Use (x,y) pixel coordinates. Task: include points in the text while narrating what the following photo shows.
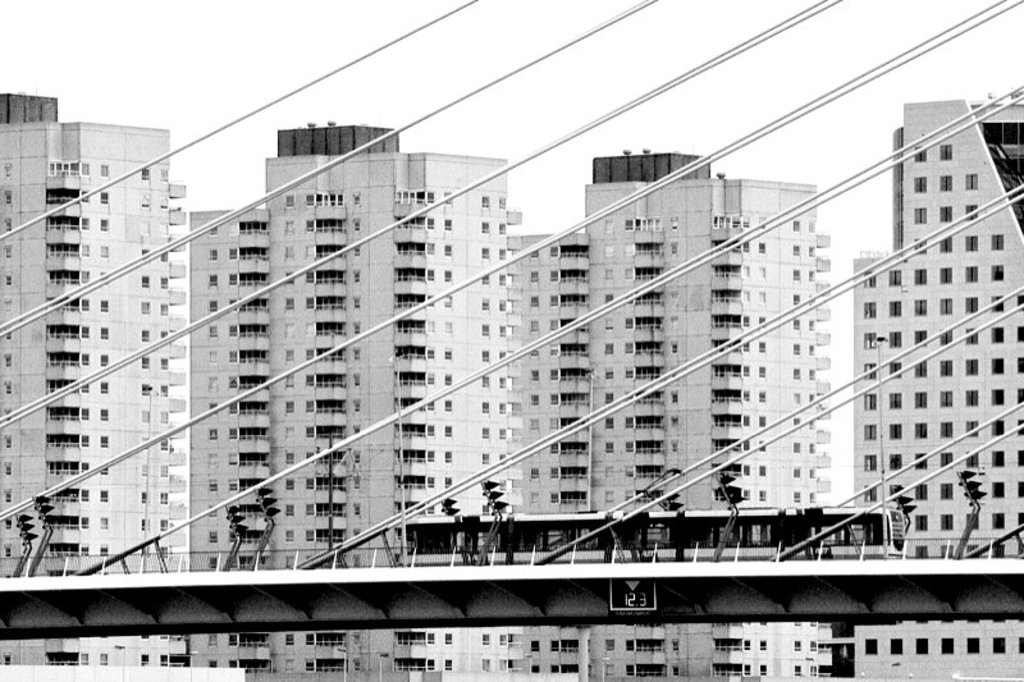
In this image we can see a bridge (740,568) on which there is a locomotive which is moving and at the background of the image (385,333) there are some buildings (641,223) and clear sky (500,115).
